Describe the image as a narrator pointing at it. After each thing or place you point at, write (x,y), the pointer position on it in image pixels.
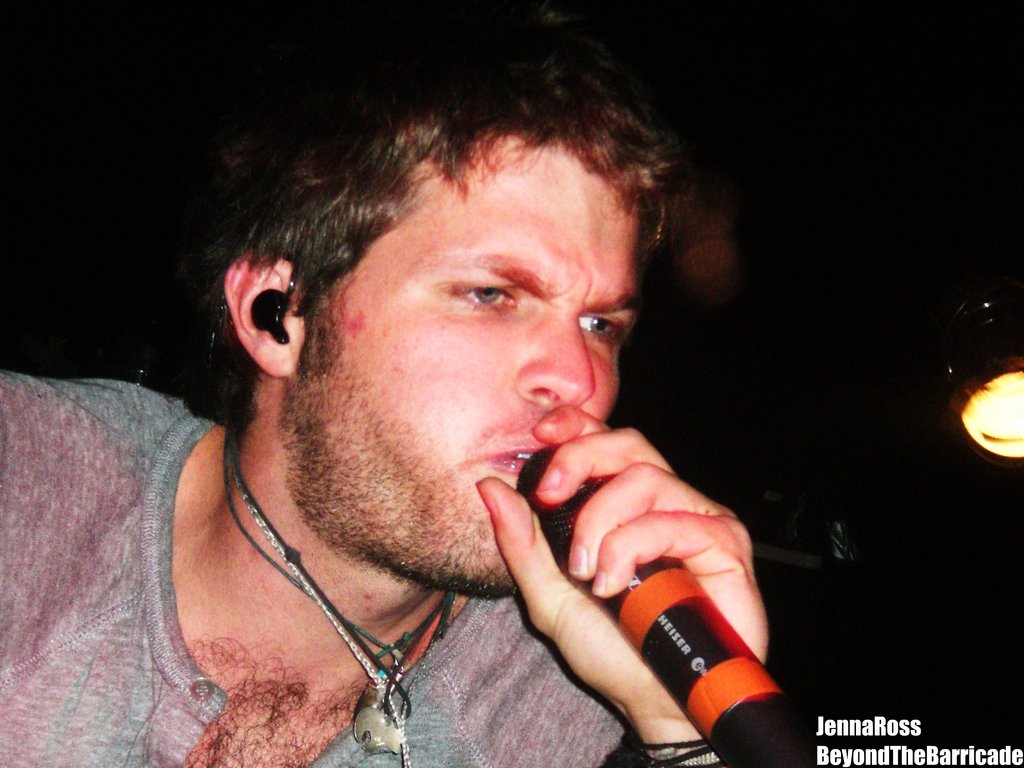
A person (426,188) who is holding the mike (590,491) in his left hand (540,479) and has ear phones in his ear (254,293) and has some chain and a black thread (291,546) around his neck (254,532).
